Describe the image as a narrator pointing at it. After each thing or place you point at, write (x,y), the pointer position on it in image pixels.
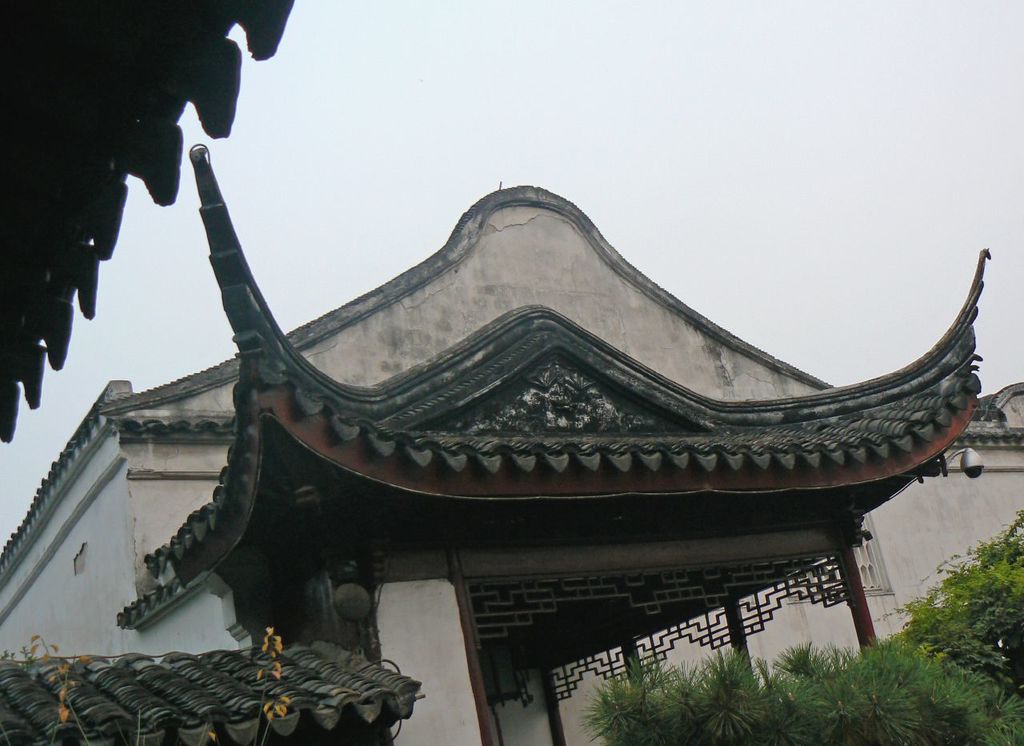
In this image there is a house (642,475), in the bottom right (1023,620) there are plants (761,690), in the top left (233,105) there is a roof (43,113), in the background (512,122) there is the sky (938,121).
